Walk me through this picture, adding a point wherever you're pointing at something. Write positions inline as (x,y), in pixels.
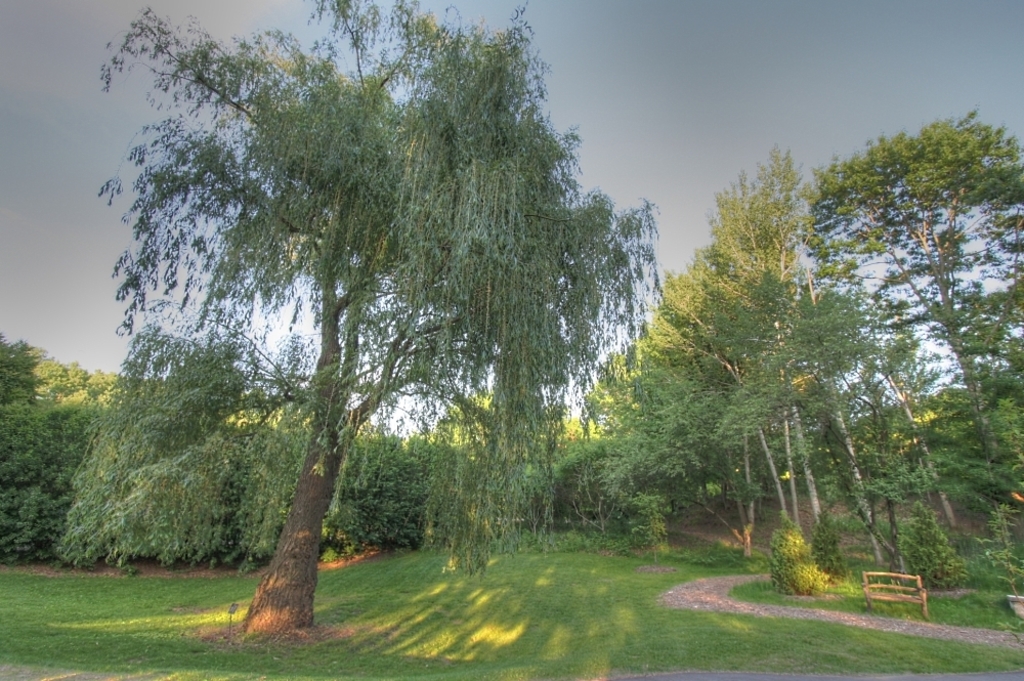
In this picture we can see grass (719,542), few trees (908,545) and a bench (869,585).
